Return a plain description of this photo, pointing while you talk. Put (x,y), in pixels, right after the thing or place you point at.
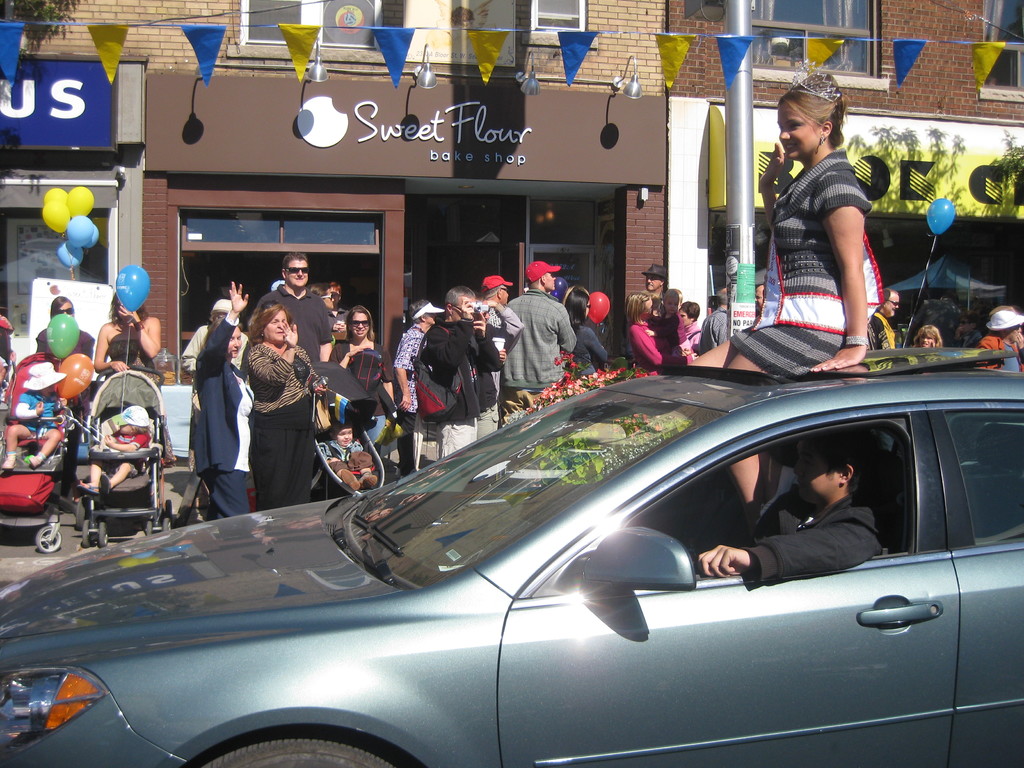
As we can see in the image there is a building (506,171), few people (806,191) here and there and there is a car (496,550).
